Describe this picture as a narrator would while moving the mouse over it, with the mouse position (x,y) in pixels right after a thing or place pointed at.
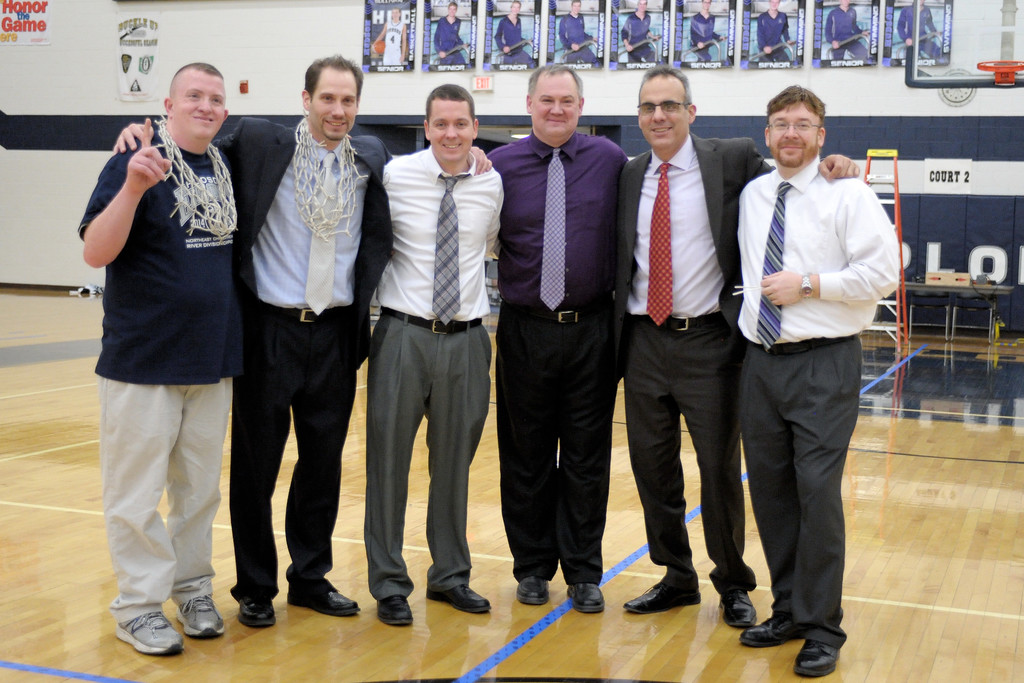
In this picture we can see six men (468,329) standing on the ground (340,530) and smiling and at the back of them we can see posters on the wall (621,95), ladder (899,342) and some objects (967,71).
